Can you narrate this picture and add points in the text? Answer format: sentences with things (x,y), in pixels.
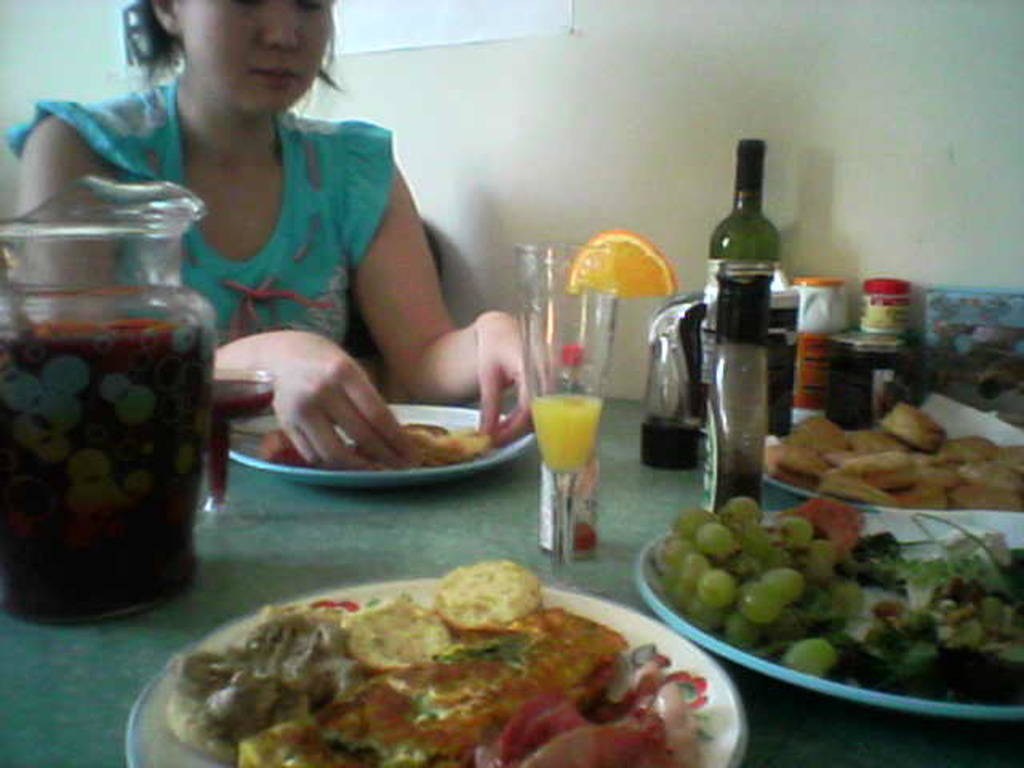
In this picture there is a woman (298,287) who is sitting on the chair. There is a jar (74,433), glass (555,341), bottle (739,252), box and food (570,680) in a plate (668,610). There are some grapes (788,586) in plate (931,525).
